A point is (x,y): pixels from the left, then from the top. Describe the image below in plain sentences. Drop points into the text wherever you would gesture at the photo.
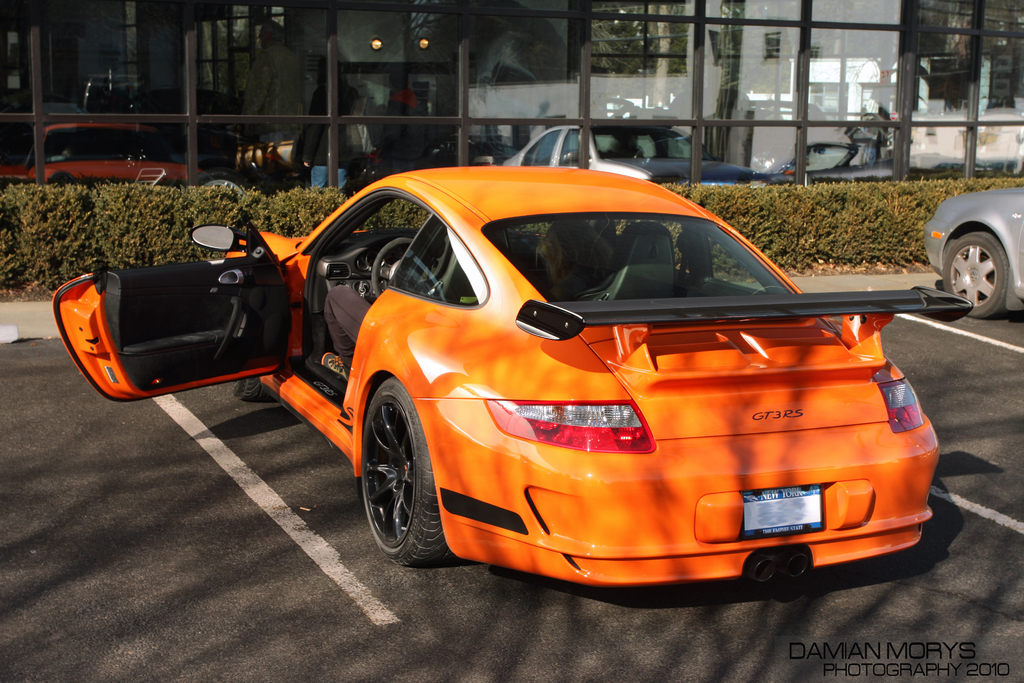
In this picture there is a orange color car (483,444) parked in the parking area (646,624). Behind there are some plants (115,224) and a big glass shop (507,156).
